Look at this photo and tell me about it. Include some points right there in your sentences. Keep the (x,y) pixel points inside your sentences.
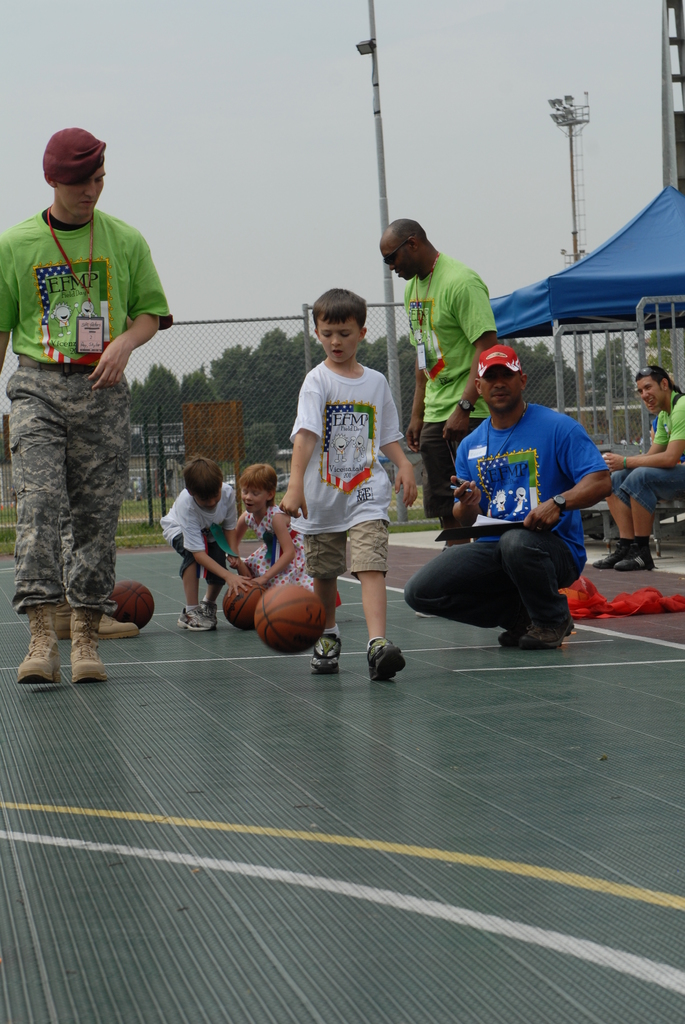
In this image, we can see people (79,225) and some are wearing id cards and one of them is holding a paper (482,520) and a pen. In the background (271,409), there are trees (237,392), poles (309,362), a mesh (226,326), tents (535,326) and we can see a gate (587,334). At the bottom (366,683), there are balls (307,611) and we can see a cloth (635,593) on the floor (264,699). At the top (194,142), there is sky (194,87).
